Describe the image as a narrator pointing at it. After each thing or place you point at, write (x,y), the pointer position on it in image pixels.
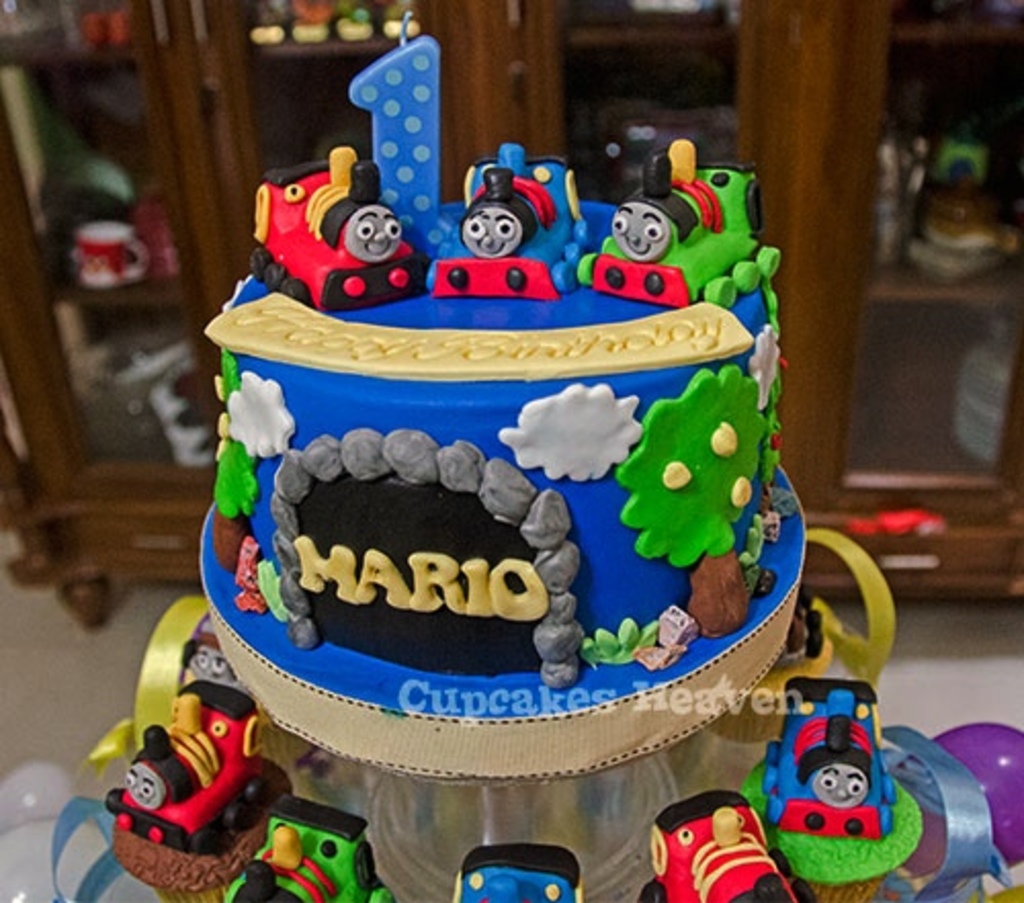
In this image we can see many objects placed in the cupboards (835,162). There are few balloons (983,769) in the image. There is a cake (485,472) in the image.
